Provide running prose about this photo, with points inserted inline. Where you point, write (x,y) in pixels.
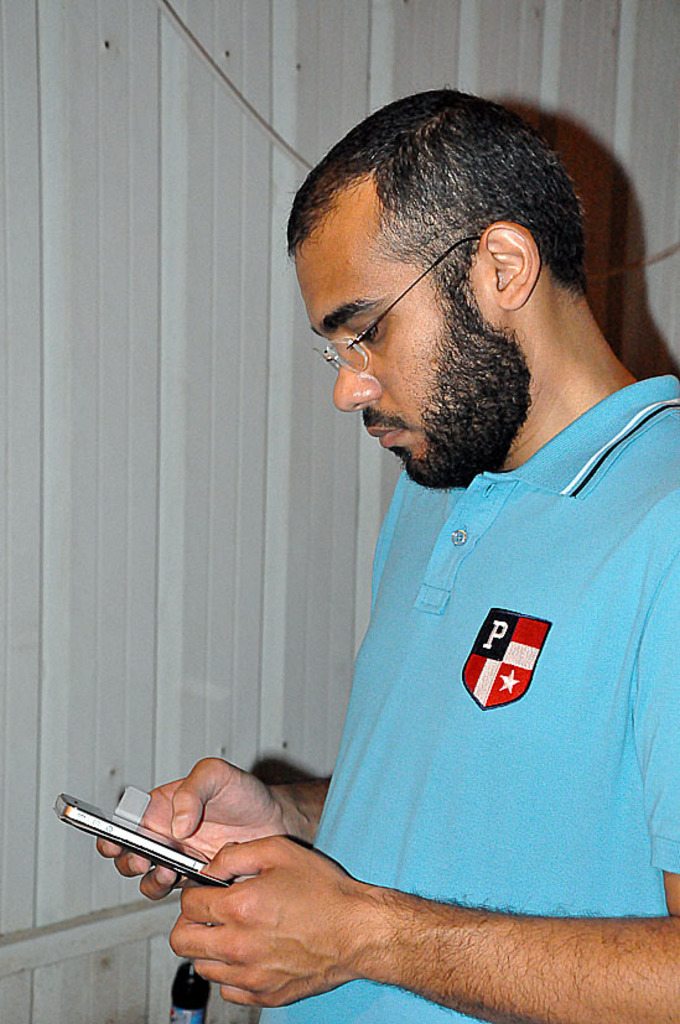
Man (485,590) is wearing a blue t shirt (513,514) and spectacles (353,350). And is holding a mobile (161,843) and he is looking it. Back of him there is a wall (238,549).
